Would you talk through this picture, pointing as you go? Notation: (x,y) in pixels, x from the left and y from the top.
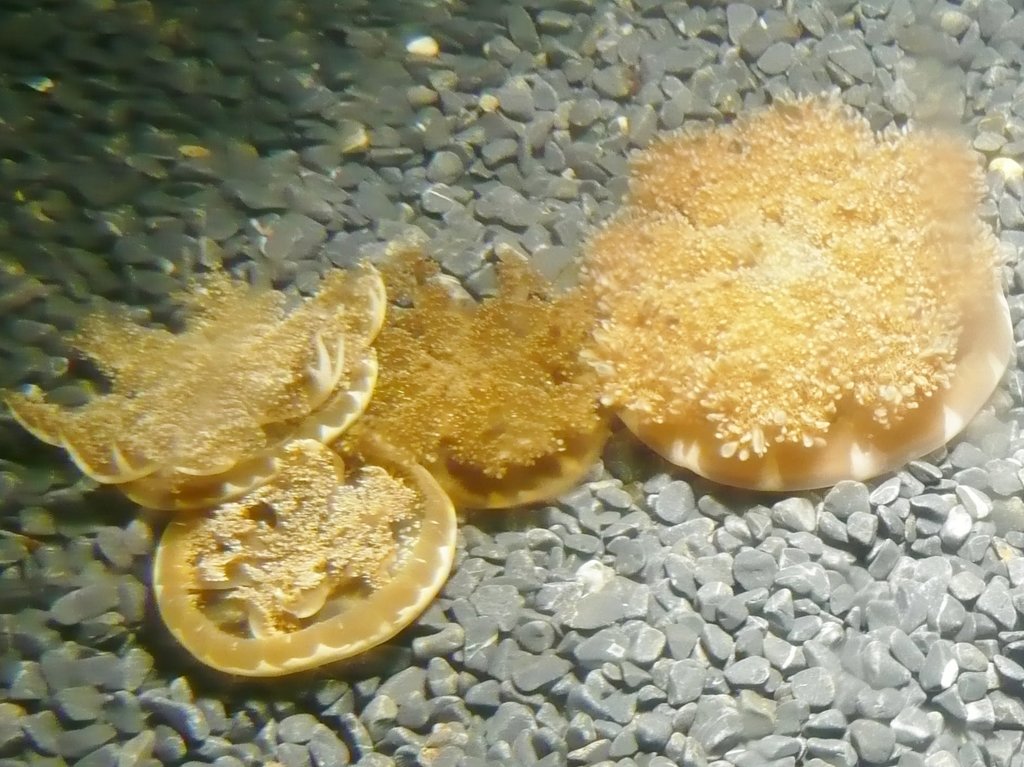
In the center of the image (506,359) we can see jellyfish (435,400) and stones (693,29).
